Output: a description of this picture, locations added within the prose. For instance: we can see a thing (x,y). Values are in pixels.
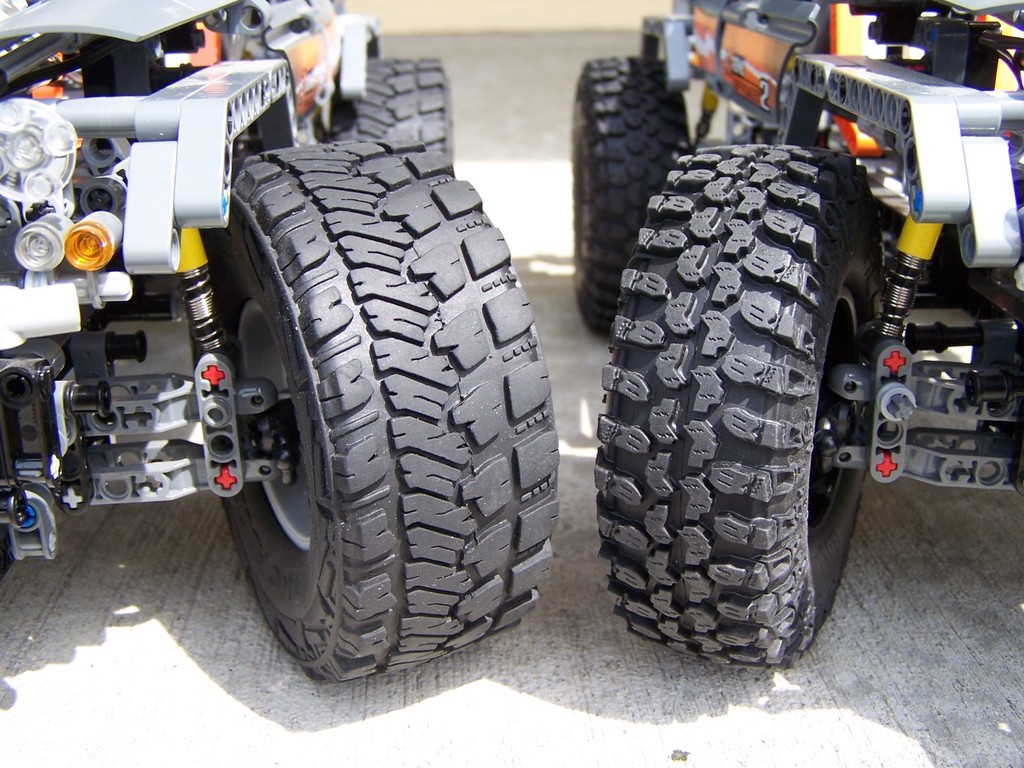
Here I can see two toy cars (451,176) on the floor (649,693).
